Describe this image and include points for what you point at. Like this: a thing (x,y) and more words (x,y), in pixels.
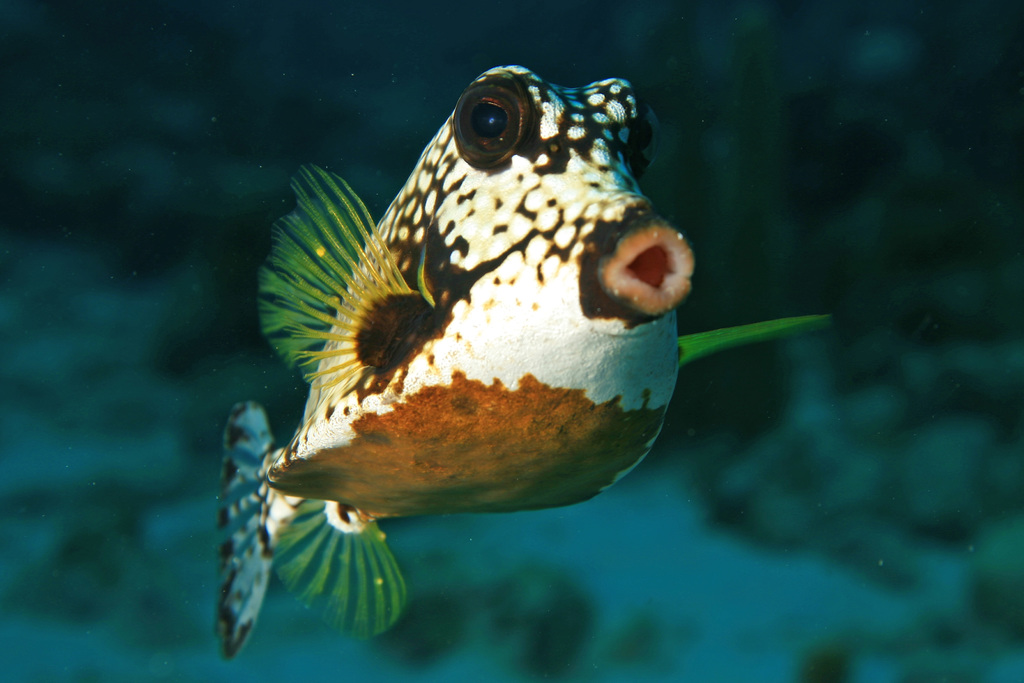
In the center of the image (470,432) we can see a fish (384,471).
